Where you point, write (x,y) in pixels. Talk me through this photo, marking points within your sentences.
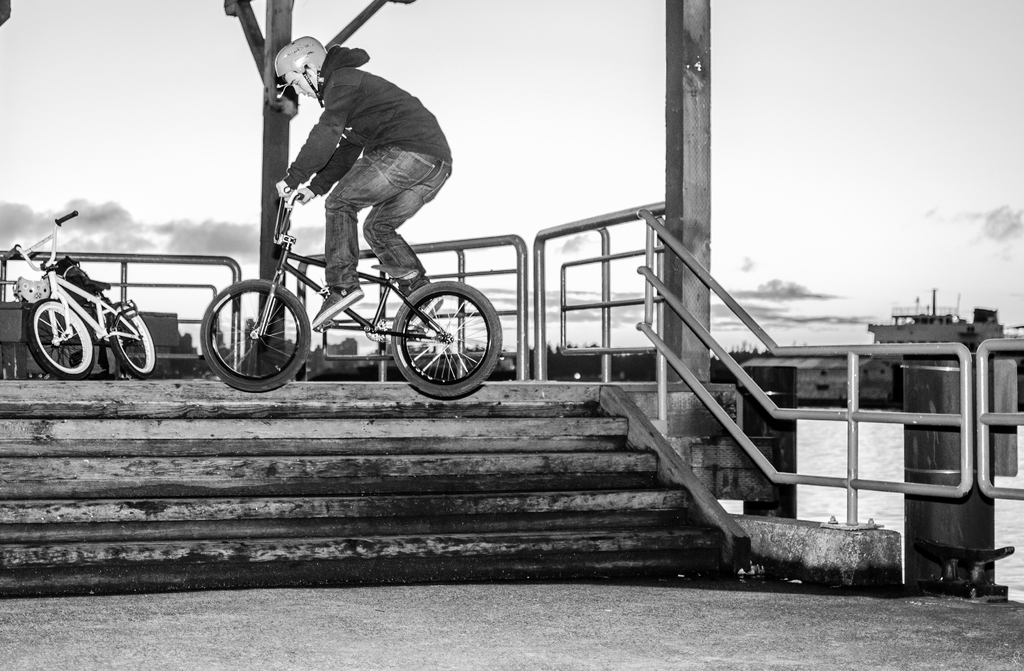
This is a black and white image. A person (409,163) is riding a bicycle (260,323). there are stairs (465,489) and fencing (964,483), other bicycle (35,332) is present behind him.
